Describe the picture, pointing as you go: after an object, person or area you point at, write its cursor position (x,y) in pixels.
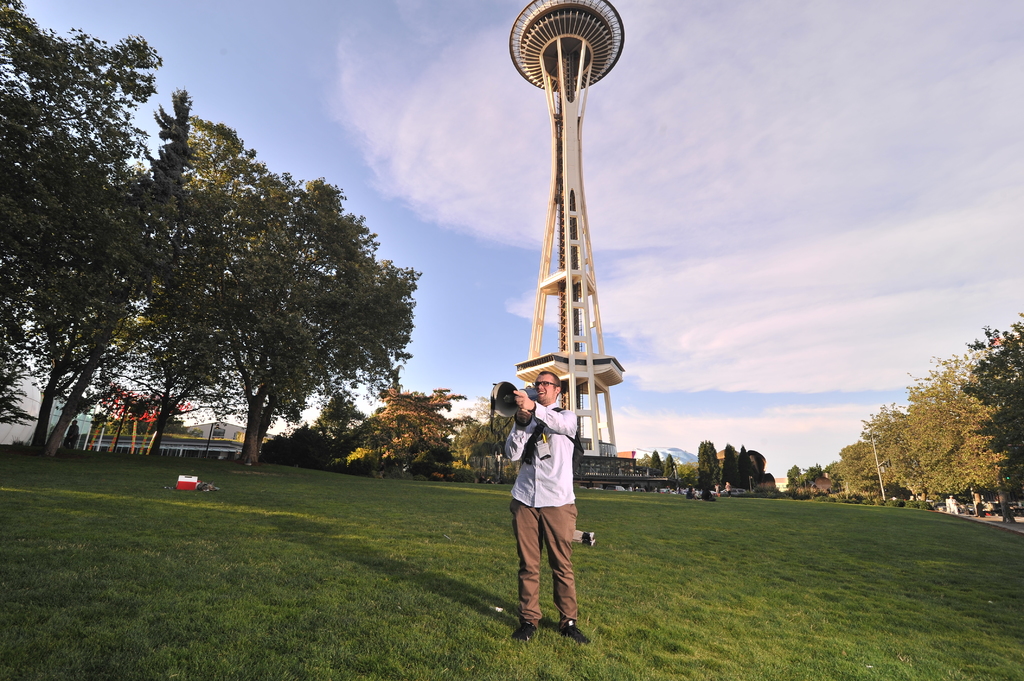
In this image we can see many trees (362,449) and plants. There is a blue and cloudy sky (450,147) in the image. A person (553,466) is standing and holding an object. There are few objects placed on the ground (816,620). There is a grassy land (829,612) in the image. There are few buildings (207,432) and a tower (561,390) in the image.
